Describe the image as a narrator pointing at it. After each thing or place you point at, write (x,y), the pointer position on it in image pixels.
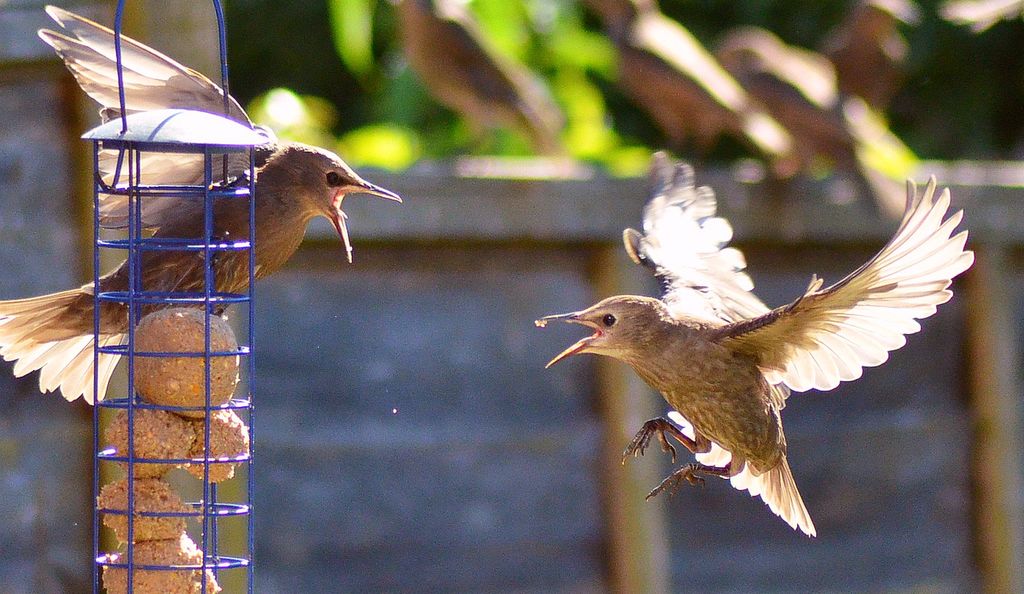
In this image there are two birds (767,338) flying, there are a few suet balls (167,426) placed in an object (162,407) like basket (199,567), in the background (432,226) there is a wall (560,180). On the wall (617,181) there are a few birds (697,73), behind them there is a tree (353,88).
